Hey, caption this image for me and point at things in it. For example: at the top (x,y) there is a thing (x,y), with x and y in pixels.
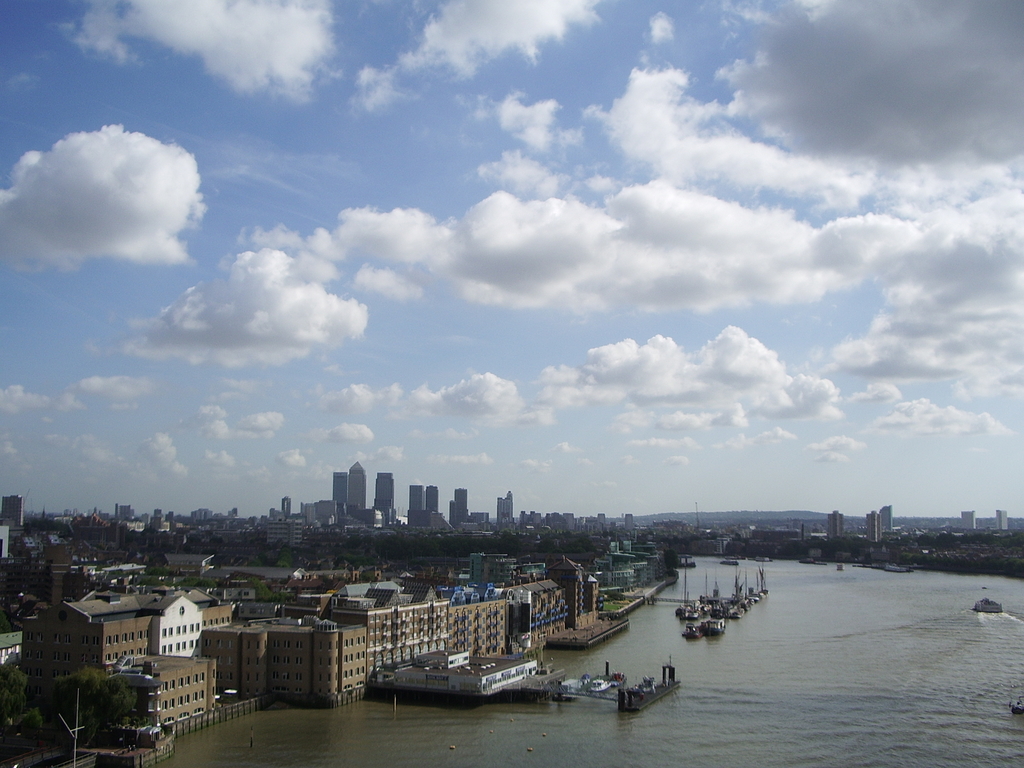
In this picture we can see boats (756,594) on the water (822,635), trees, buildings (414,572), some objects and in the background (781,148) we can see the sky (151,476) with clouds (768,149).
